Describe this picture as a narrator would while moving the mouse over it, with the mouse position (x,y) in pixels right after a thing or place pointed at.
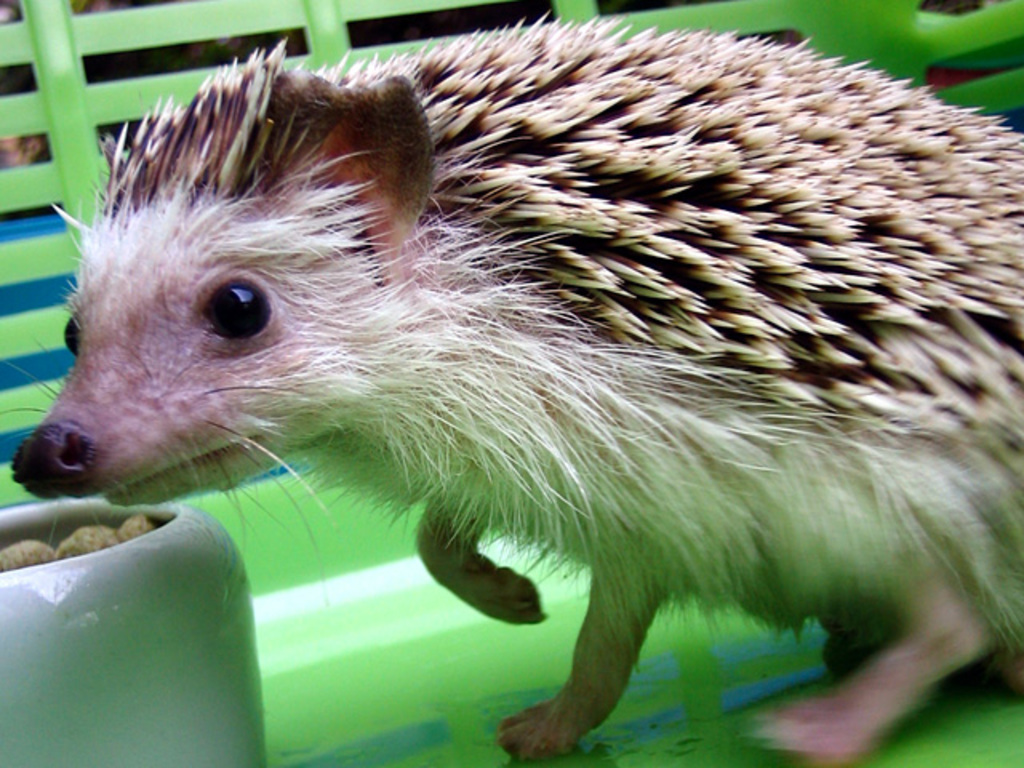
In the center of the image (604,454) we can see an animal (448,547). On the left side of the image (207,583), there is a bowl (96,667). In the bowl (61,563), we can see some items (68,543). In the background (17,282) there is a fence (906,12).
